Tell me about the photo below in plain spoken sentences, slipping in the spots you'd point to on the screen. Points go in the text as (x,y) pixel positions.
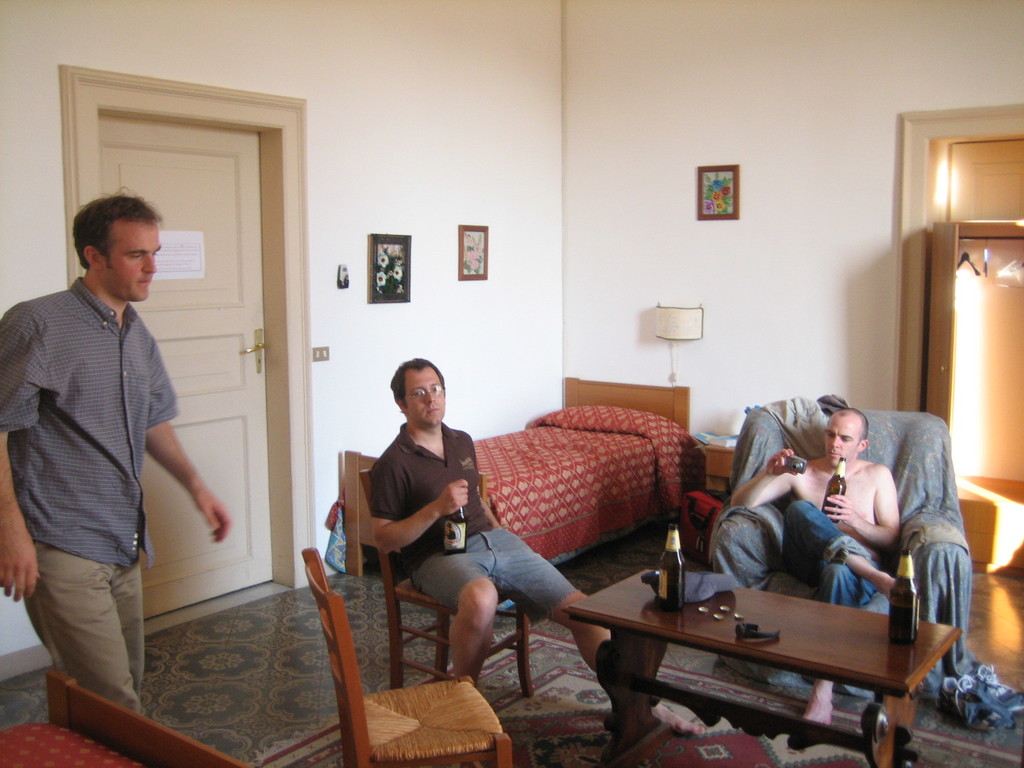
In the image we can see there are people (804,556) who are sitting on chair (956,529) and holding beer bottle (449,531) in their hand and on the table (838,614) there are two beer bottle (673,604) and there is another man (55,480) standing and on the wall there are photo frames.
